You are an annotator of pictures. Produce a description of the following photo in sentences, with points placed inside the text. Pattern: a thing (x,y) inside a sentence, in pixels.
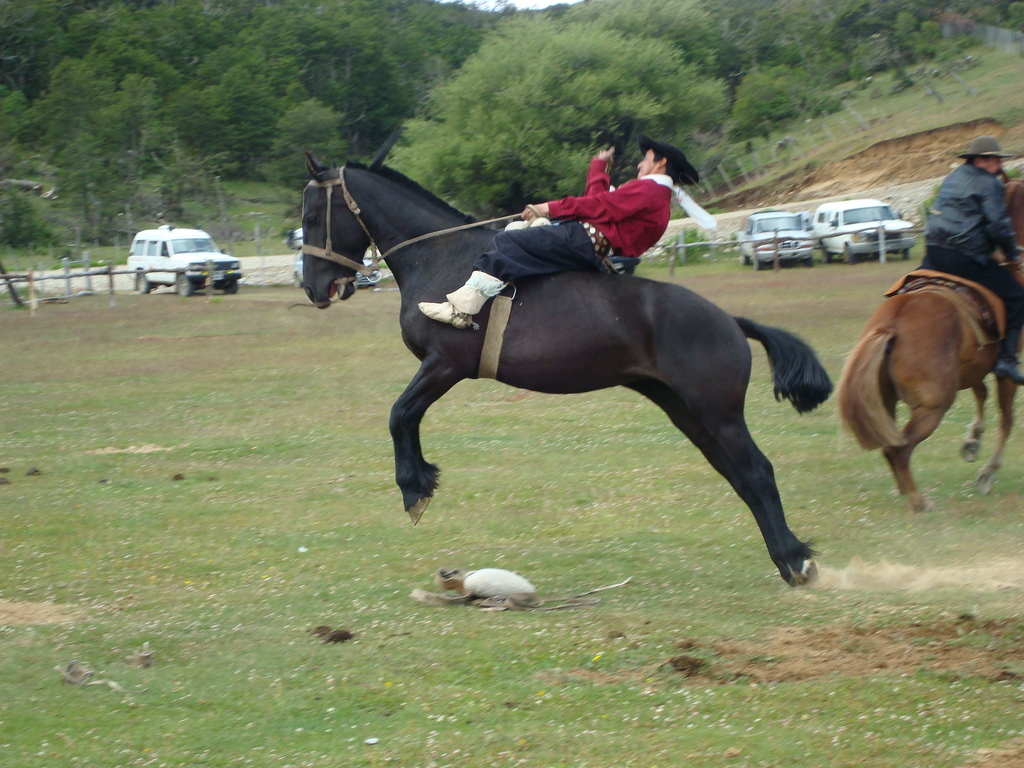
In this image i can see a person (609,209) wearing a red shirt (631,219) and black jeans (542,236) riding a horse (437,265), and to the right corner (1022,289) i can see another person (986,232) sitting on a horse (933,367), and in the background (789,249) i can see some vehicles (797,256) and trees (410,52).
